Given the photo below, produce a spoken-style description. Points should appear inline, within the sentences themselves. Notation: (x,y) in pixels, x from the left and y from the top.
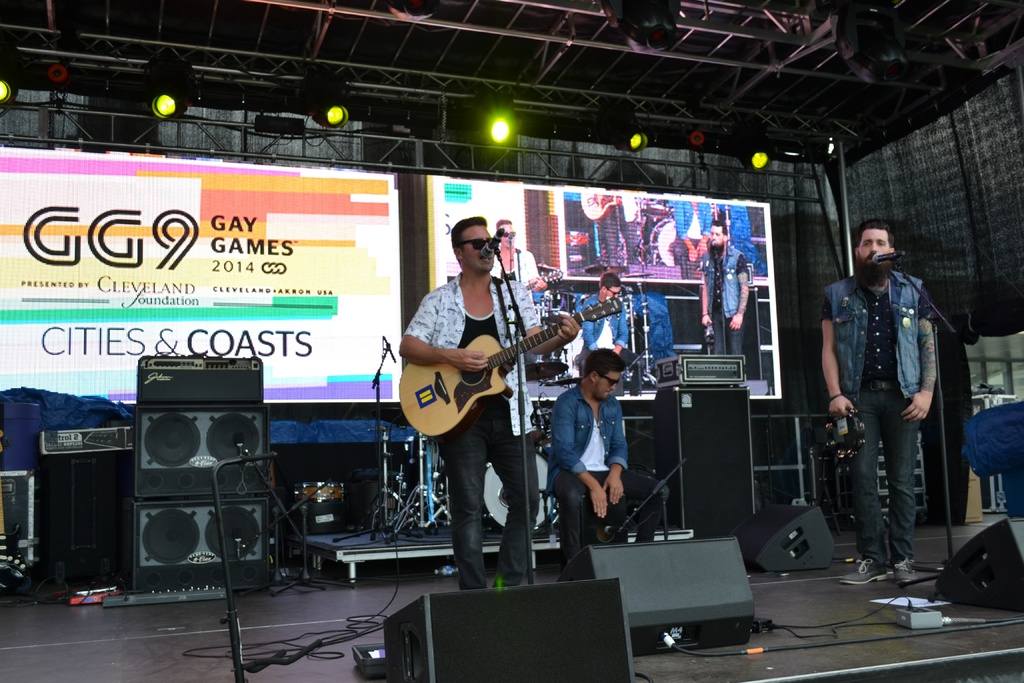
There is a person (404,349) standing in the center (493,420). He is holding a guitar (540,334) in his hand (570,324) and he is singing on a microphone (502,236). There is another person (880,270) standing on the right side (922,280) and he is also singing on a microphone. Here we can see a person (612,350) sitting on a chair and he is looking at somewhere. In the background (524,220) we can see screens (322,246) and a roof (460,51) with lighting arrangement (496,123).
